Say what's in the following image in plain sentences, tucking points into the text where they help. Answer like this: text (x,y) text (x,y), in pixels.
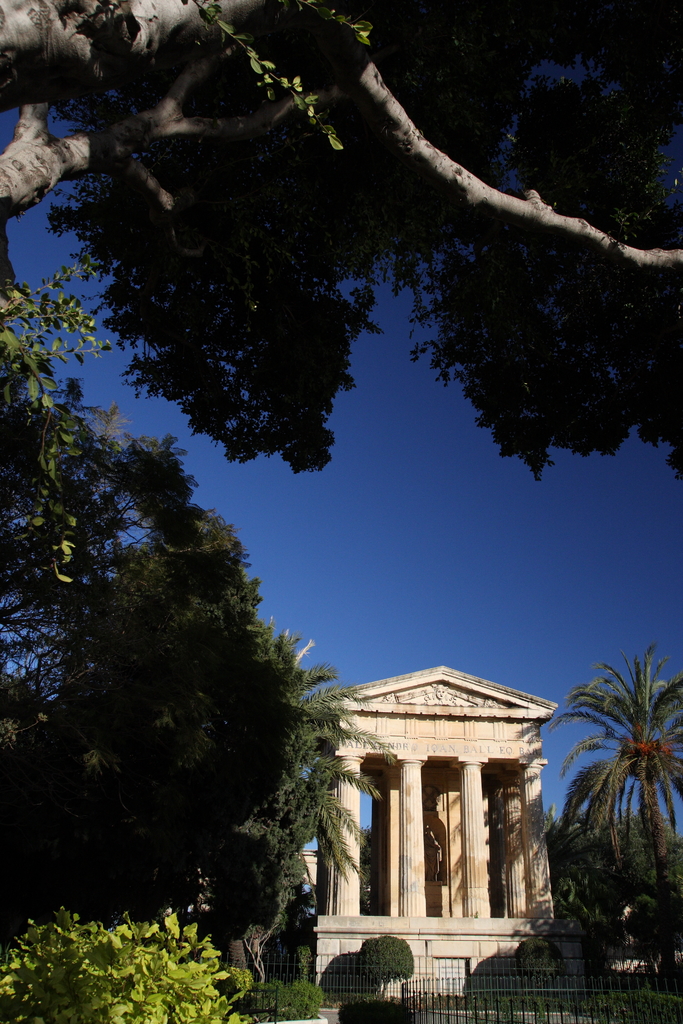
In this image, I can see a building (386,893) with pillars (467,823). At the bottom of the image (339,992), there are iron grilles (440,982). I can see the trees (148,555) and bushes (306,1000). In the background (405,551), there is the sky (448,506).
